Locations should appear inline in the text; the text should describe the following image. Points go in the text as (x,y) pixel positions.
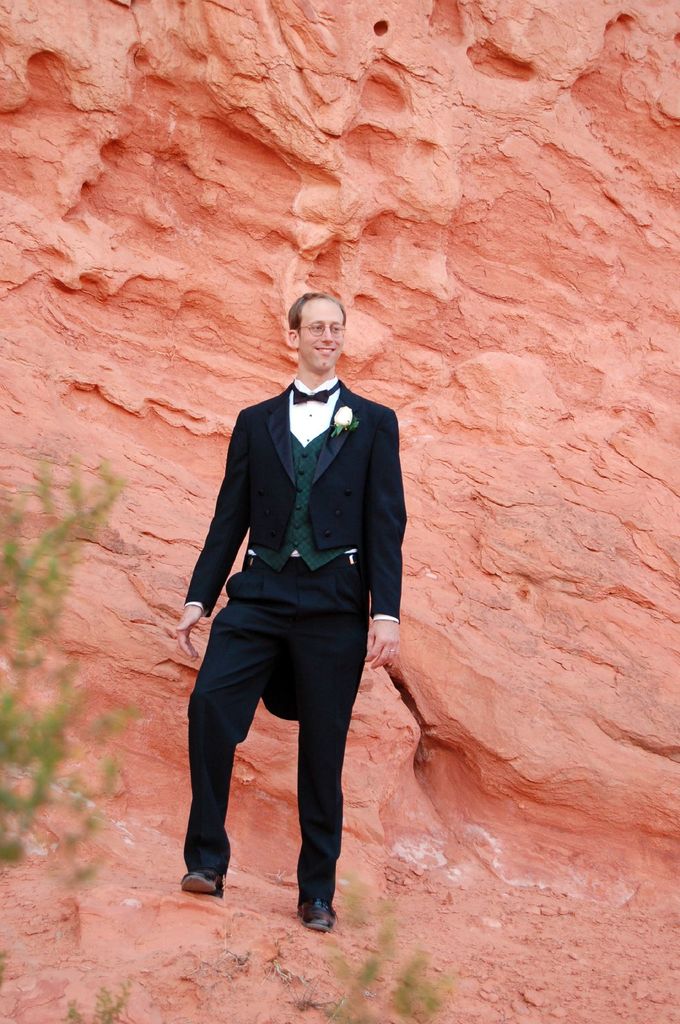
In this image, we can see a person (214,864). We can see the ground (664,961). We can also see some leaves (91,494) on the left (0,698) and at the bottom (391,924). In the background (94,468), we can see the stone wall (94,468).
